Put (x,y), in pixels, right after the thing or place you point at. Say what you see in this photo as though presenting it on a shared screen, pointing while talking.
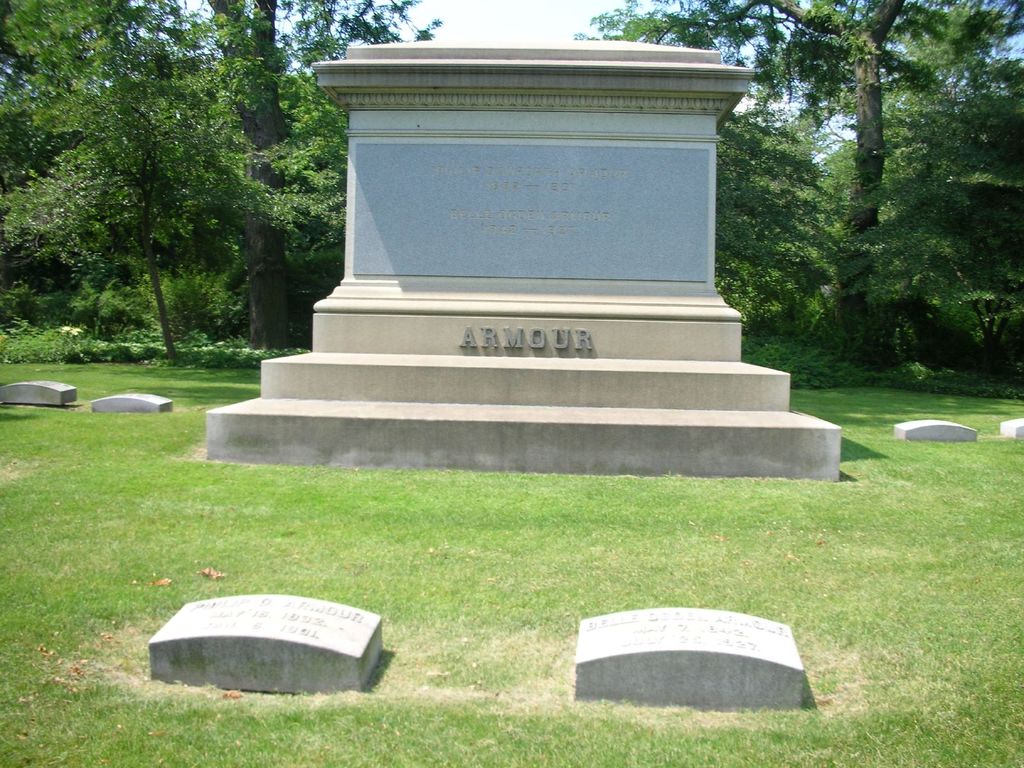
In this image we can see a memorial (511,445). We can also see some stones (722,628), grass (537,592), bark (274,258) of the trees (284,291), plants (225,281), trees (263,187) and the sky (551,32) which looks cloudy.
